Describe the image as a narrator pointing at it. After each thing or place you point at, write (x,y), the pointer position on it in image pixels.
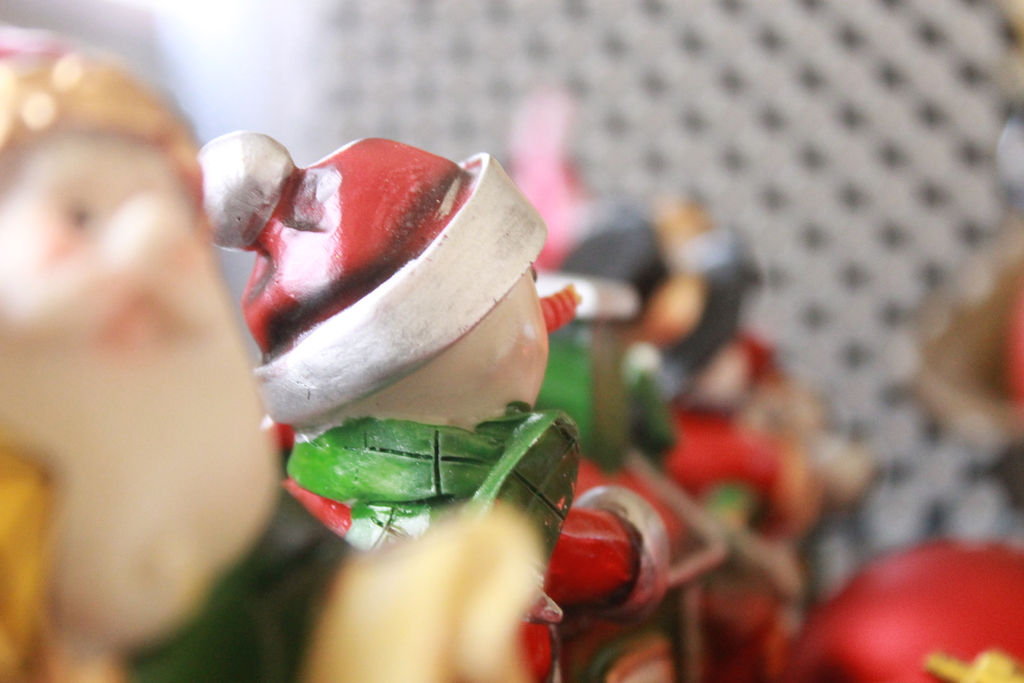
In this image we can see some dolls (490,445).
